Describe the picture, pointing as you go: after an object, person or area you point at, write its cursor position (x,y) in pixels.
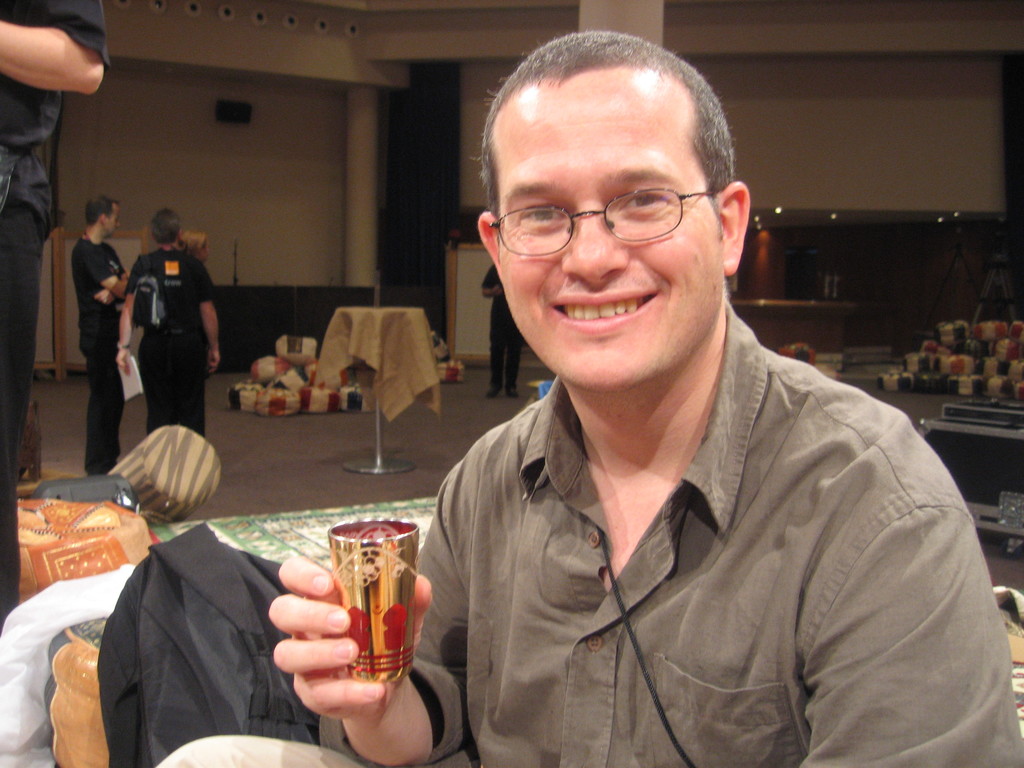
In this image we can see a person (783,516) wearing spectacles (636,203) and a shirt (485,609) is holding a glass (377,634) in his hand (408,733). To the left side of the image (25,249) we can see four persons (87,374) standing on the floor (39,390). One person (147,351) is carrying a bag (147,284) and a paper (134,388) in his hand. In the background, we can see some items (269,373) placed on the ground (336,471), boxes (1005,494), stands (400,354), bags (227,647), poles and some lights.
